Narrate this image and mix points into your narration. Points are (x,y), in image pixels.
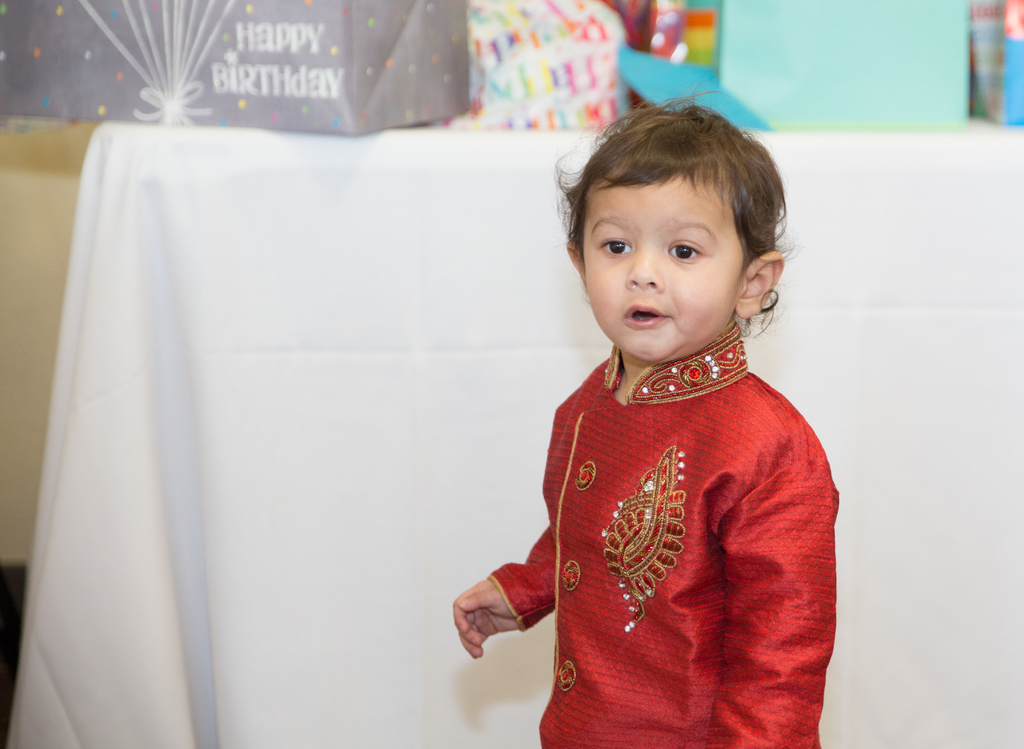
This image consists of a boy (698,562) in red dress (624,471). In the background (179,254), there is a table (235,236) covered with white cloth (242,185), on which there are gifts (227,33) kept.
